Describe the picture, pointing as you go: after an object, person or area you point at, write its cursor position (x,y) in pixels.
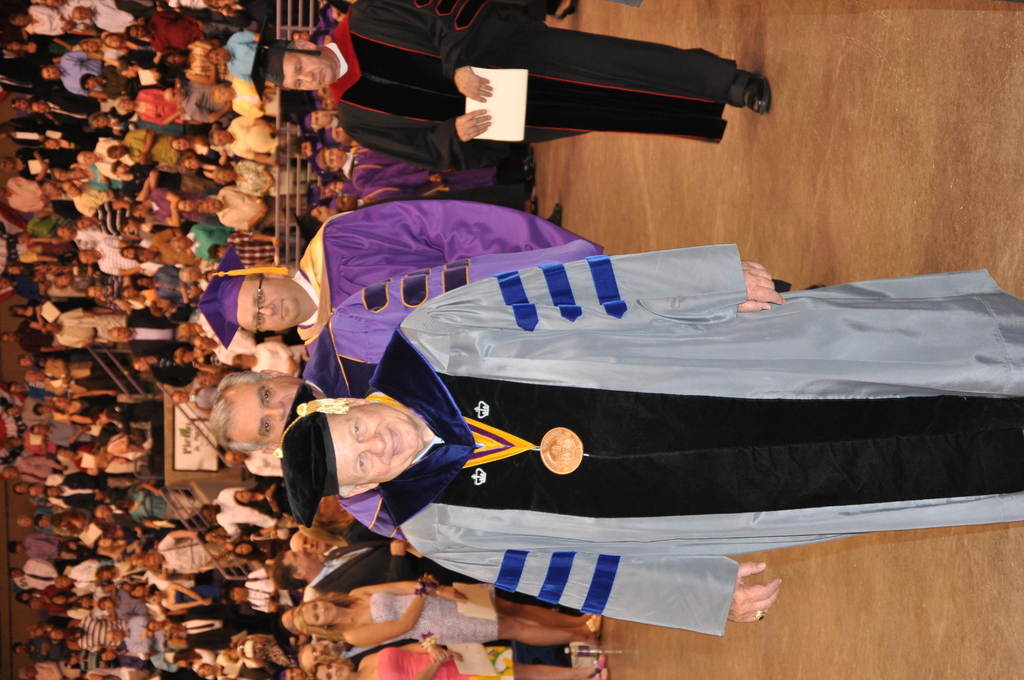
In this picture we can see a group of people (225,390) and railings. At the top of the image (374,103), we can see a man (393,113) holding a paper (500,101).
